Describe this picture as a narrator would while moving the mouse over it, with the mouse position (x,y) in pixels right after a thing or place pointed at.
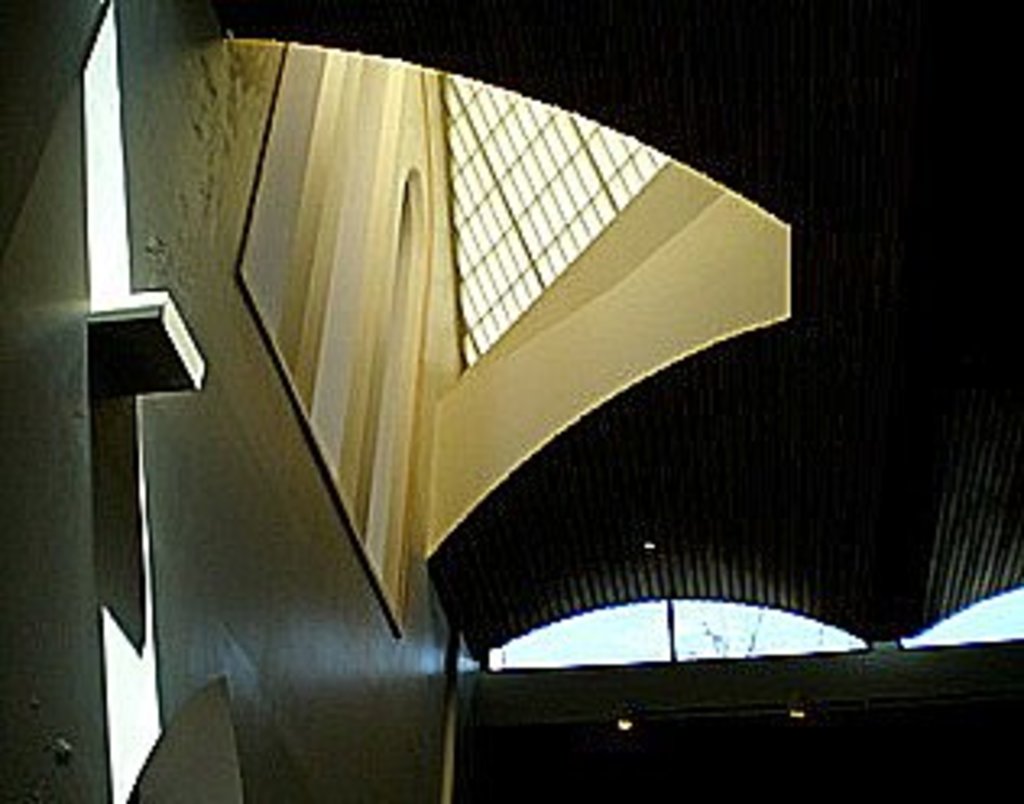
This is a picture of inside of a building (440,521), in this image at the top (837,144) there might be a ceiling (722,479) and also we could see some lights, poles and some objects (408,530).
